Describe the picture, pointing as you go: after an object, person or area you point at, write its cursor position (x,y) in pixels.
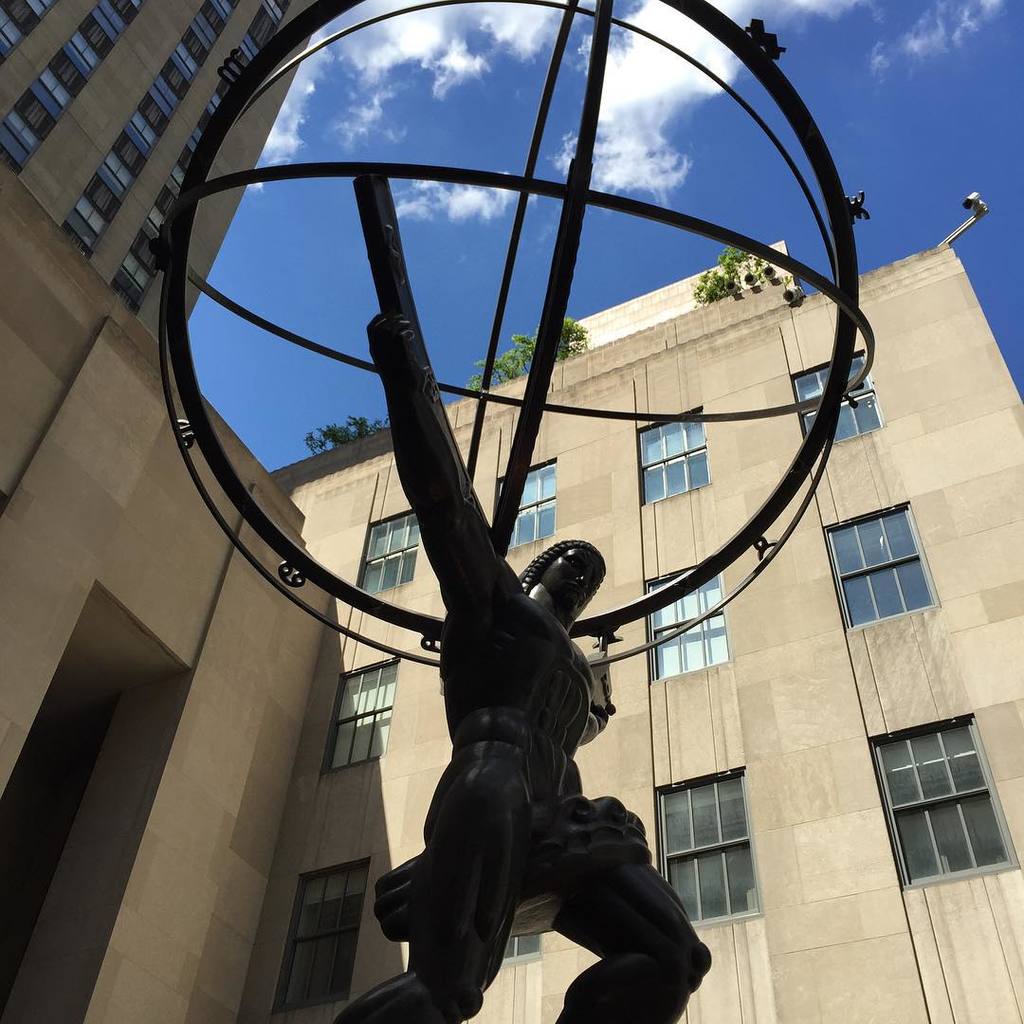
In this image we can see a sculpture (518,685). Behind buildings (701,604) are there. The sky (898,169) is in blue color with some clouds (657,104).
